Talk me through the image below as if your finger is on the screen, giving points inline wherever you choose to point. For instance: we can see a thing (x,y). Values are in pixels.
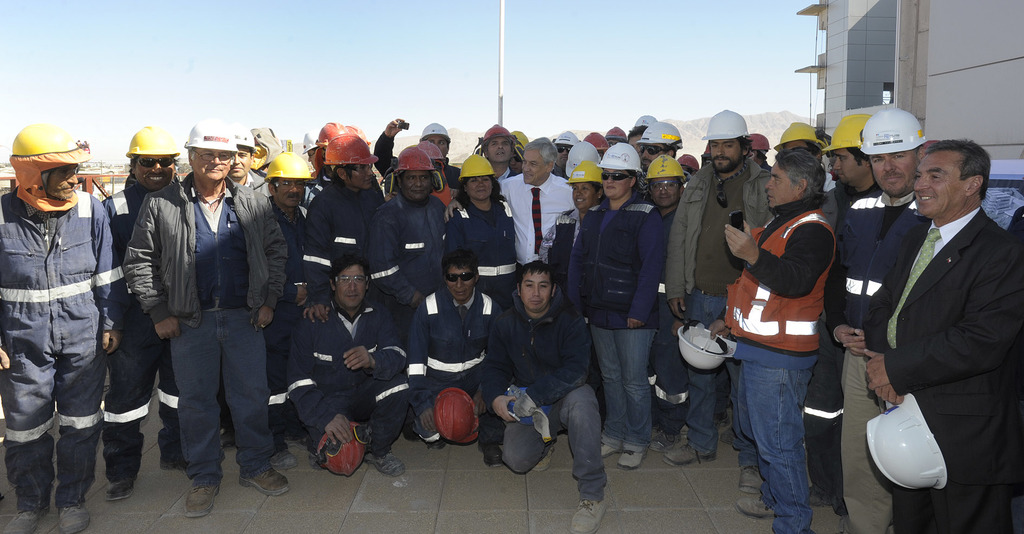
In this image in the middle (456,270), there are group of people (816,235) visible on the floor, in the middle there is a pole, at the top (710,37) there is the sky (44,38), in the top right (862,13) there may be the building (798,71).
